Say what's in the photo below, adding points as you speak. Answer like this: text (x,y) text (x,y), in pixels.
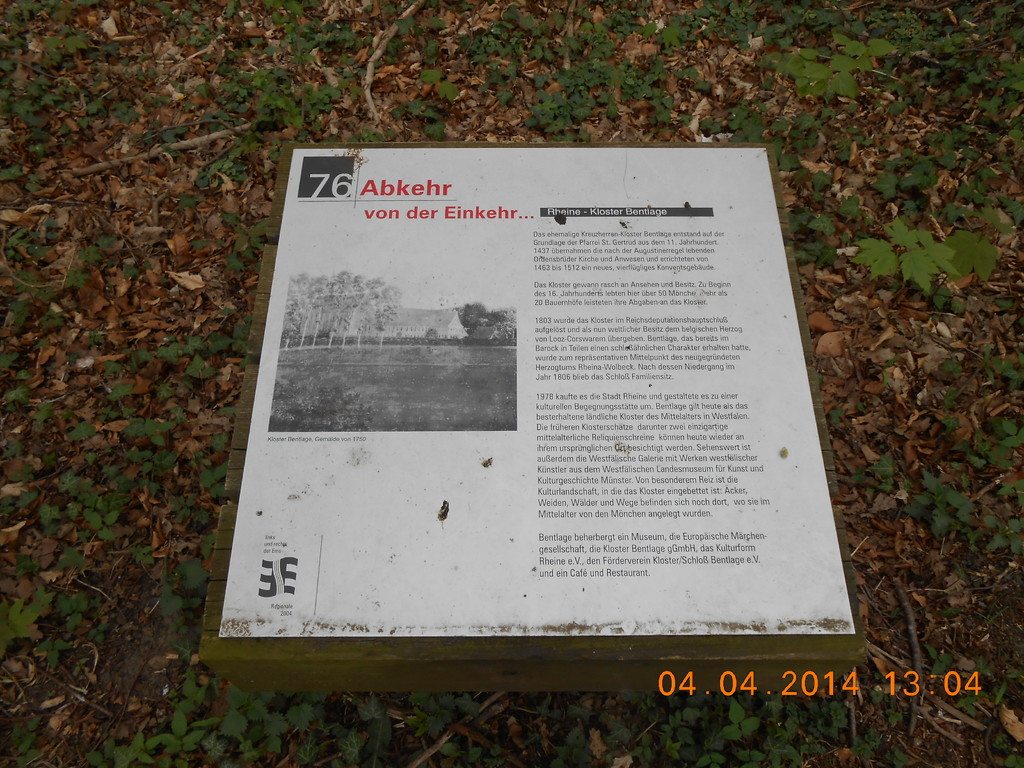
In this picture, there is a wooden box (478,466) in the center (455,467). In the box (460,681), there is a paper (629,365). On the paper (535,354), there is some text (598,397) and a picture (469,383). In the picture (469,365), there is a grass (443,377), house (431,327) and trees (354,295). Below the box (472,291), there are plants (263,71) and dried leaves (917,415).
